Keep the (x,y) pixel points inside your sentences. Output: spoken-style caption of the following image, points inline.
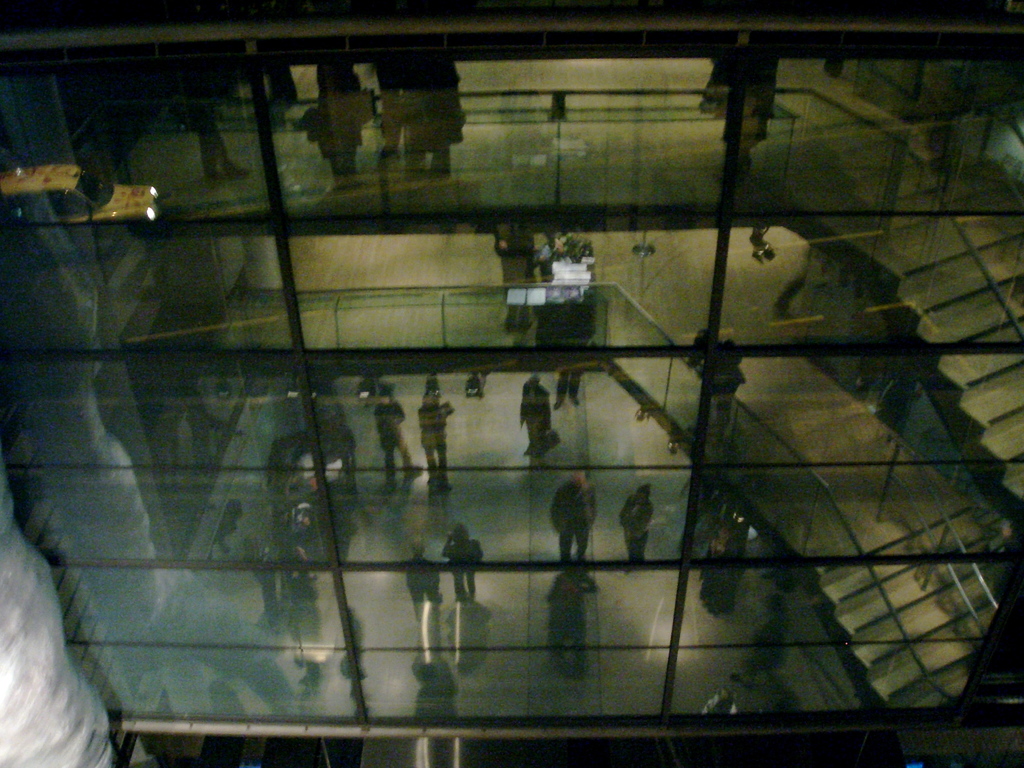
There is a glass building (749,762) through which we can see people (557,515), stairs (944,615) and fencing (267,339).
